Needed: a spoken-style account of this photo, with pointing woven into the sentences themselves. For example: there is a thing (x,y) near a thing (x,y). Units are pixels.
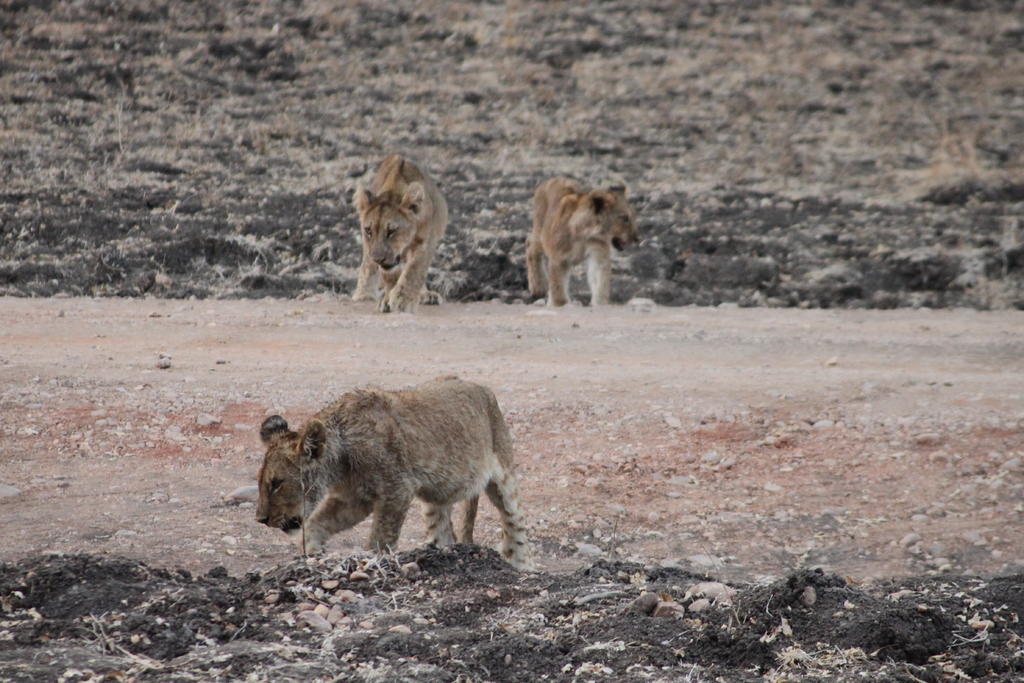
Here we can see three lions (597,210) on the ground (526,510).
